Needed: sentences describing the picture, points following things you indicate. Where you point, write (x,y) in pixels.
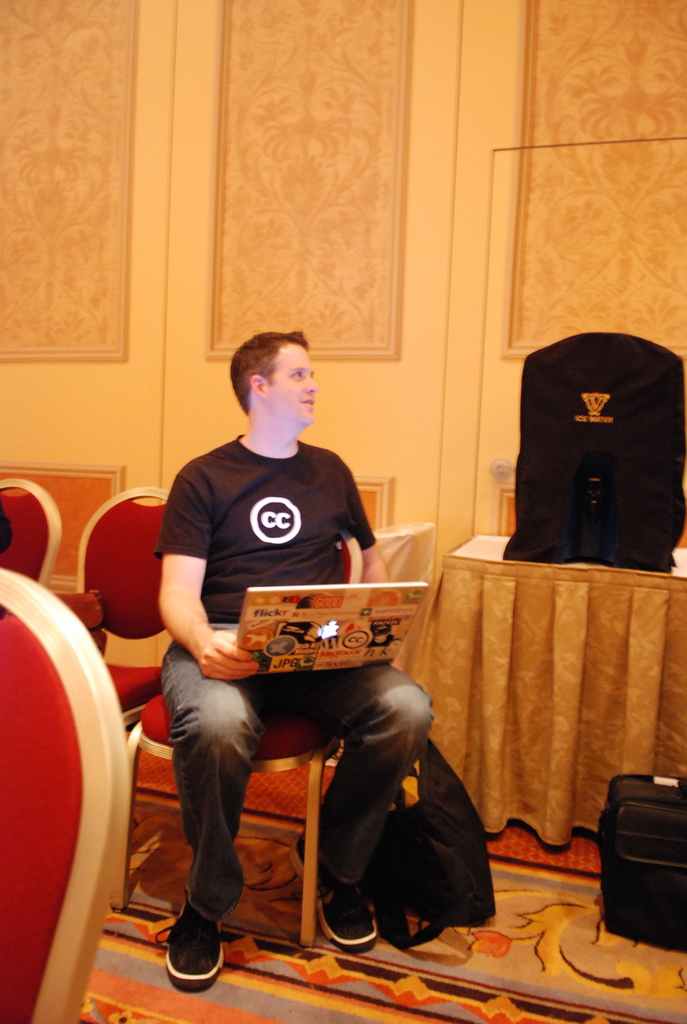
In this image, we can see some chairs (126,597) and bags (626,835). There is a table (558,638) on the right side of the image (624,575). There is a person (242,442) in the middle of the image (312,492) sitting on a chair (281,738) and holding a laptop (351,628) with his hand (238,659).
